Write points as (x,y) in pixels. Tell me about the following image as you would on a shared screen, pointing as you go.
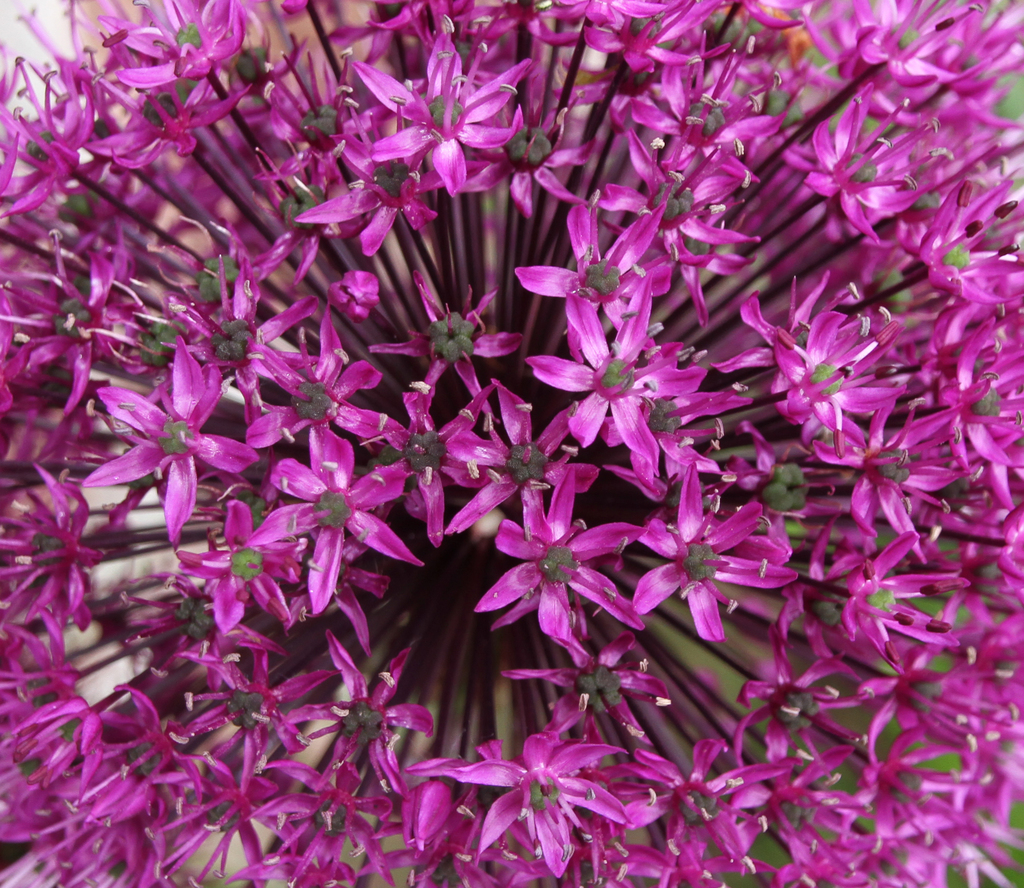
In this picture I can see flowers (615,404), and there is blur background.
